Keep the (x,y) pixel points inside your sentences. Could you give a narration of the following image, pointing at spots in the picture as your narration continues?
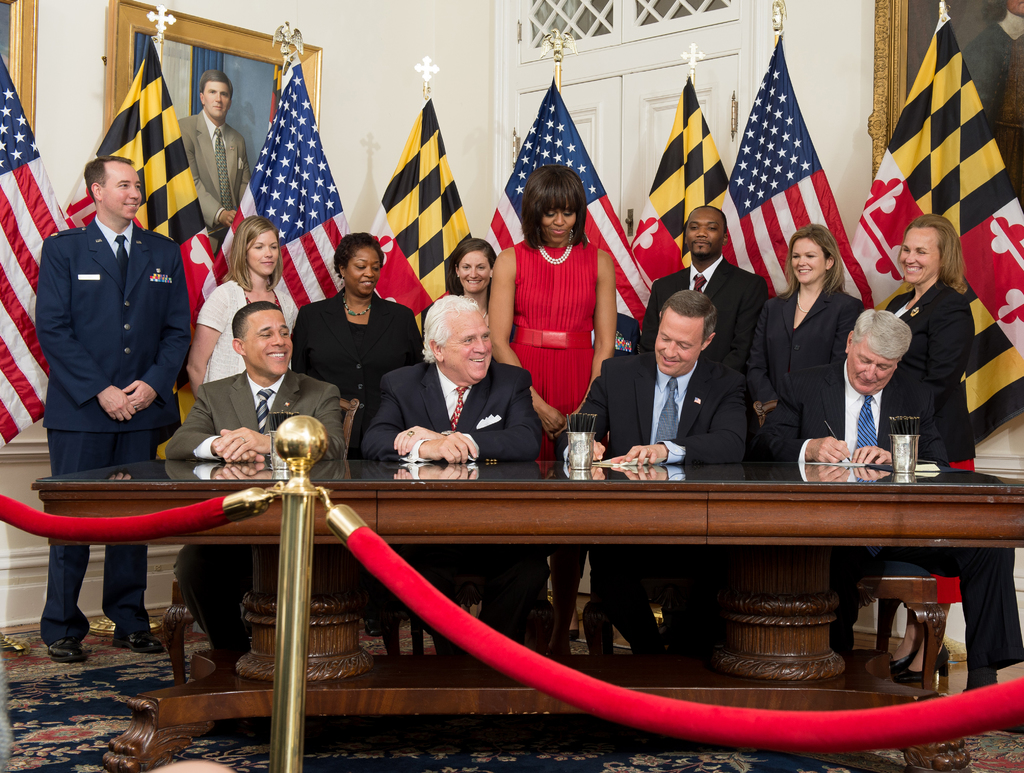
In this picture we can see four persons (821,408) are sitting and some people (371,356) are standing, there is a table (575,502) in the middle (512,472), we can see papers (621,465) and glasses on the table (632,476), two men (714,407) on the right side (710,424) are writing something, in the background (764,229) there are some flags (770,149), a door (732,140) and a wall (454,106), there is a photo frame (215,91) on the wall (417,42), there is a queue manager (297,496) in the front (204,524).
